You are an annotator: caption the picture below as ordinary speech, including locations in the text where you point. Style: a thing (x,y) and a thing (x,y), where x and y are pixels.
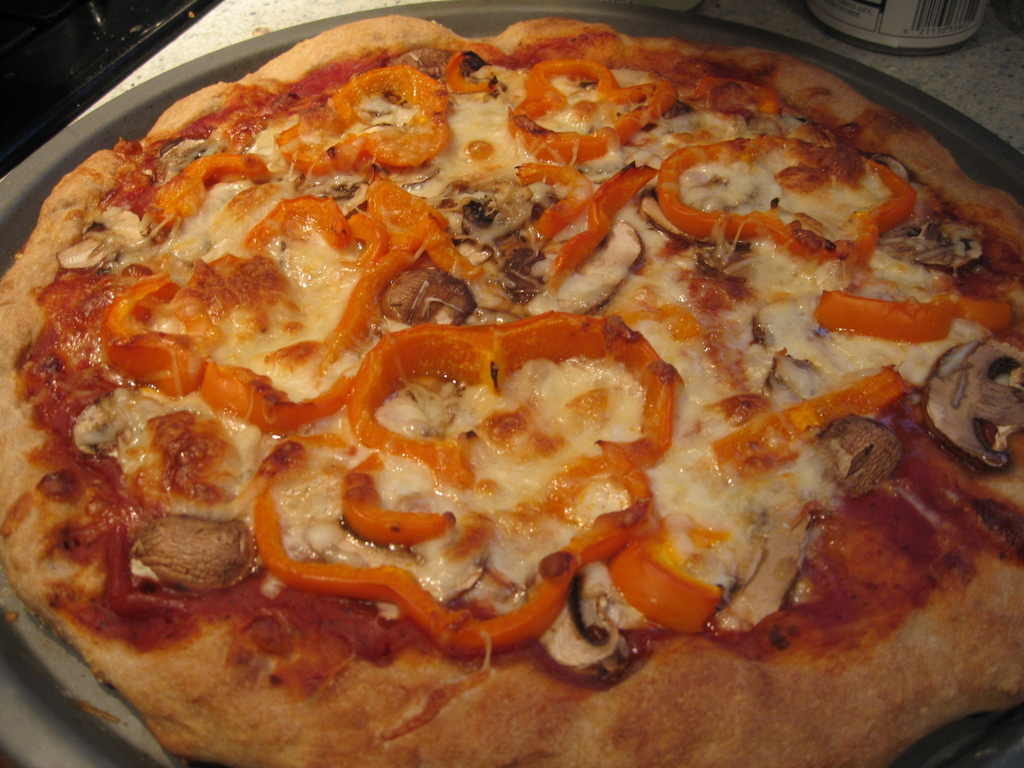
In this image I can see a grey colored plate (128,121) which is on the white colored surface (235,32) and on the plate (599,5) I can see a pizza (528,348) which is orange, cream, red and brown in color. I can see few other objects (888,31) on the white colored surface (983,54).
